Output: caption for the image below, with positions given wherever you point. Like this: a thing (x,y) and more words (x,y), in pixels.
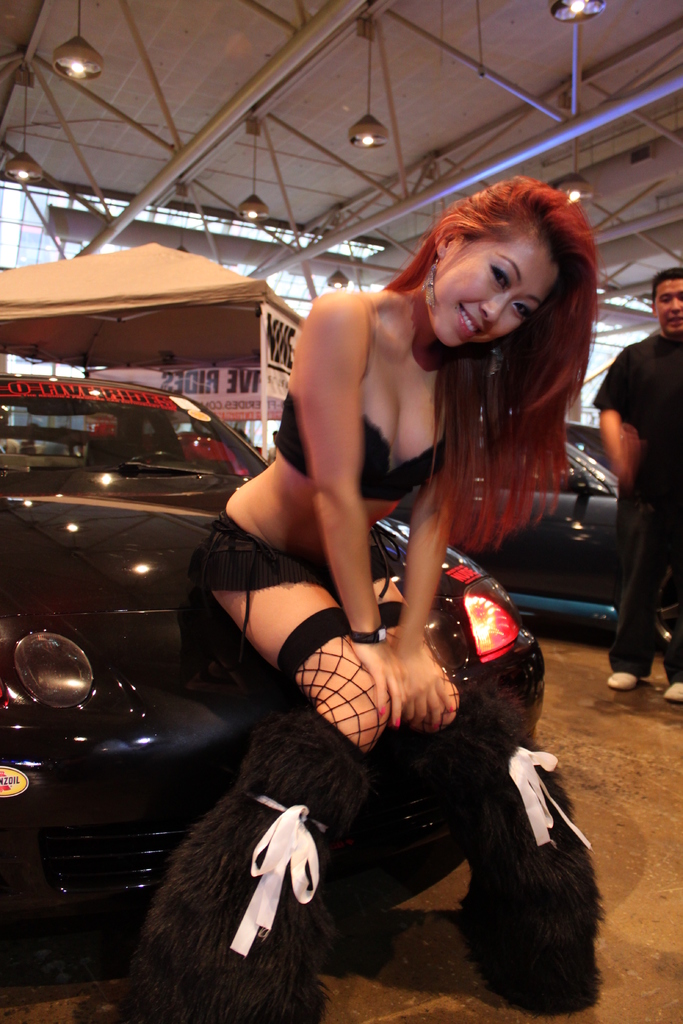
In this picture there is a woman (319,679) sitting on a car (87,554) behind her and there is a person (664,418) standing in the right corner (656,442) and there is a vehicle (585,478) behind him and there are few lights (70,79) and some other objects (197,160) in the background (136,239).
